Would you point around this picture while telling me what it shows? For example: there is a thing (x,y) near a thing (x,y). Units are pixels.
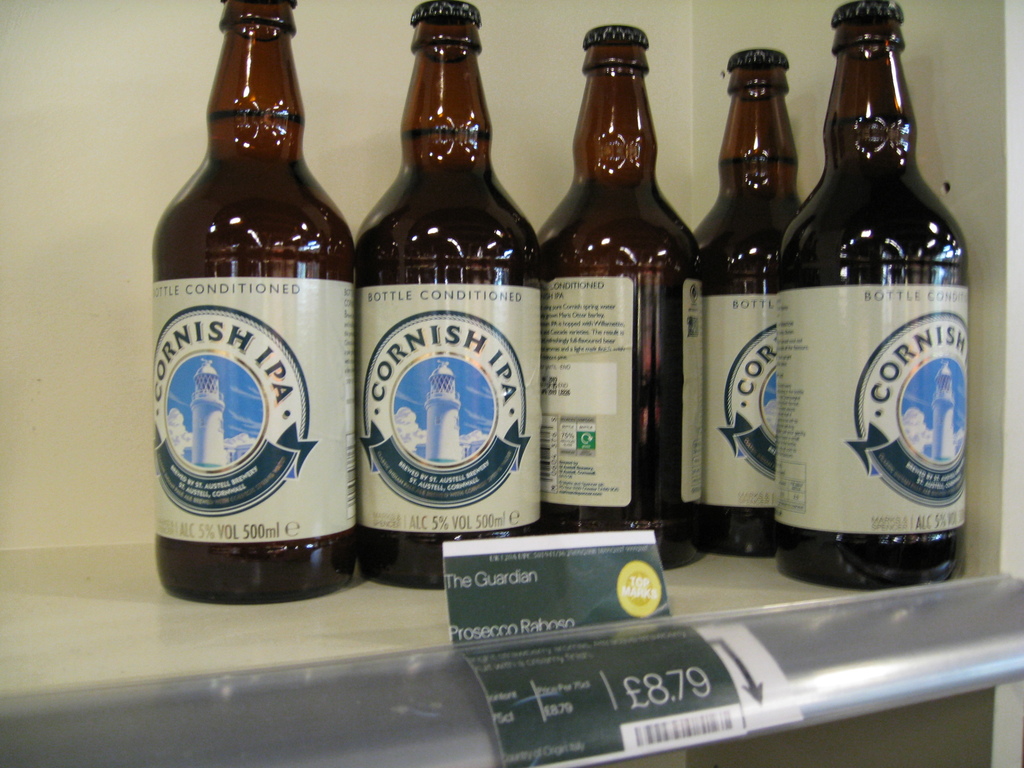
In this image there are five bottles (502,474).
